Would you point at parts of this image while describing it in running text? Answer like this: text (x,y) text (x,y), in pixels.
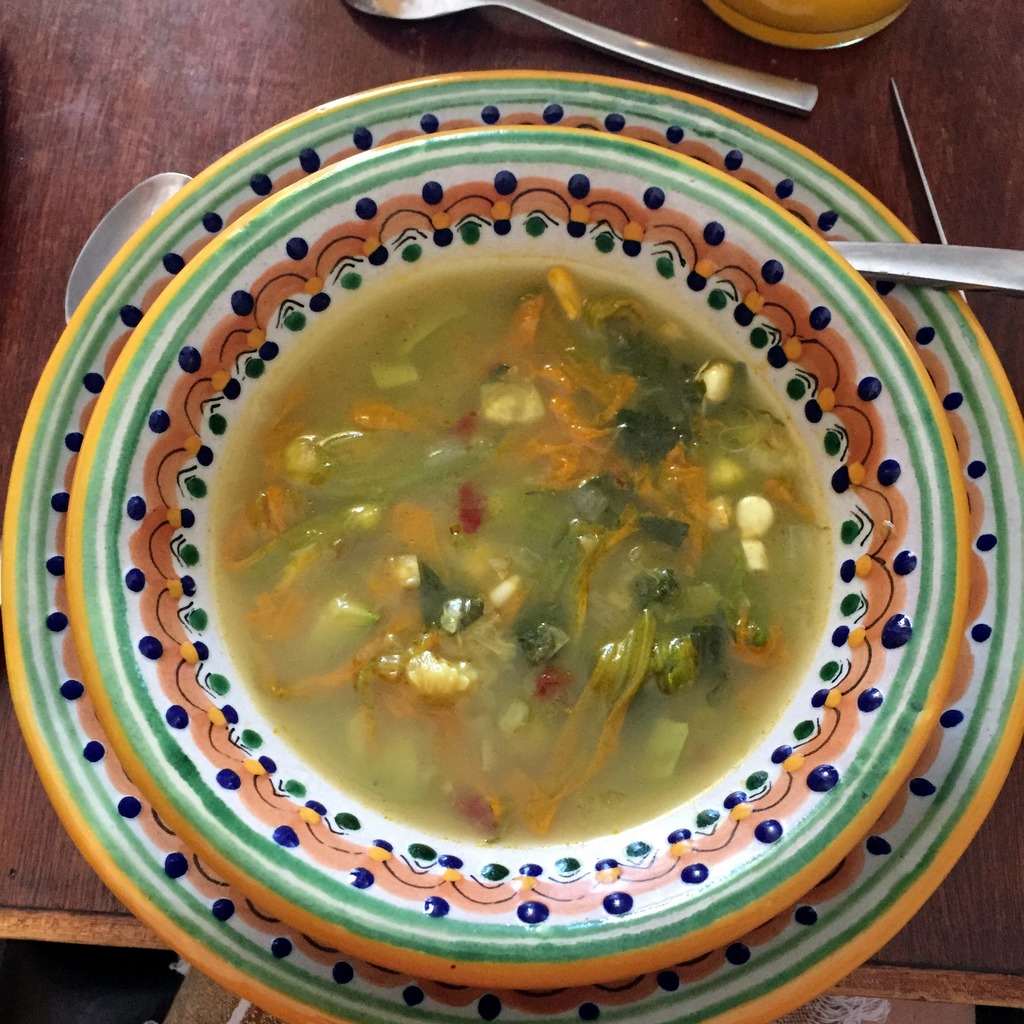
In this image, we can see food (398,303) in the bowl (334,577) and in the background (593,11), there are spoons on the table (49,906).
